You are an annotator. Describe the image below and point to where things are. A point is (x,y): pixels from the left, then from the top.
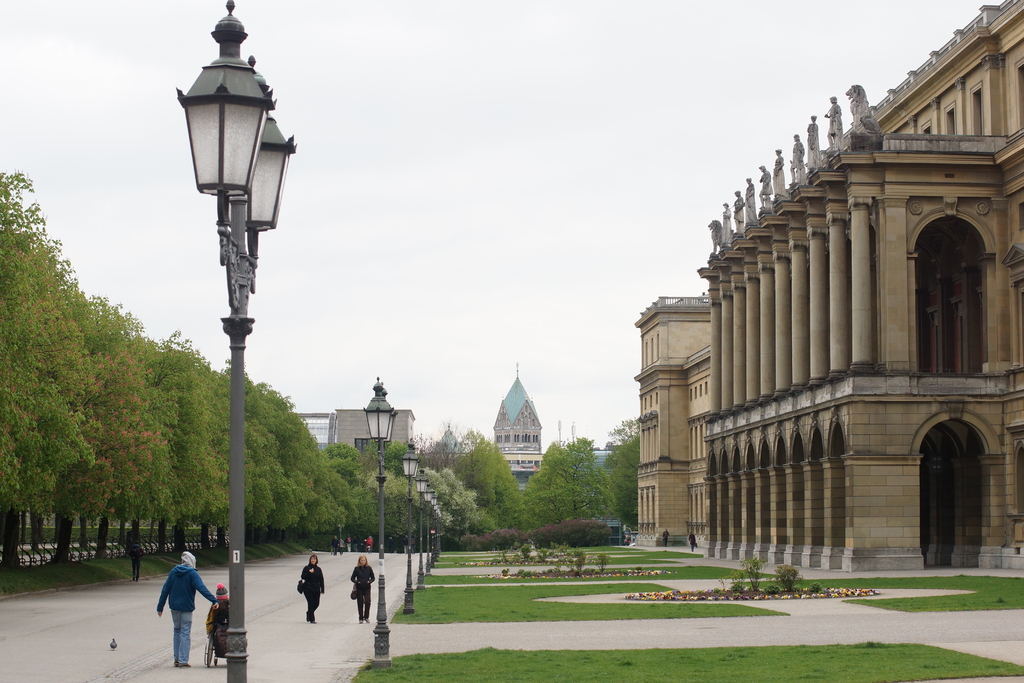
At the bottom of the picture (267,603), we see people (226,625) walking on the road (260,659). Beside them, we see street lights (238,671) or lamp poles (420,575). We even see the grass (514,663). On the right side (778,332), we see a building (960,413) and beside that, two people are walking. On the left side (180,366), we see trees (194,430). There are trees (397,450) and buildings (307,422) in the background (508,433). At the top of the picture (502,153), we see the sky (396,180).
